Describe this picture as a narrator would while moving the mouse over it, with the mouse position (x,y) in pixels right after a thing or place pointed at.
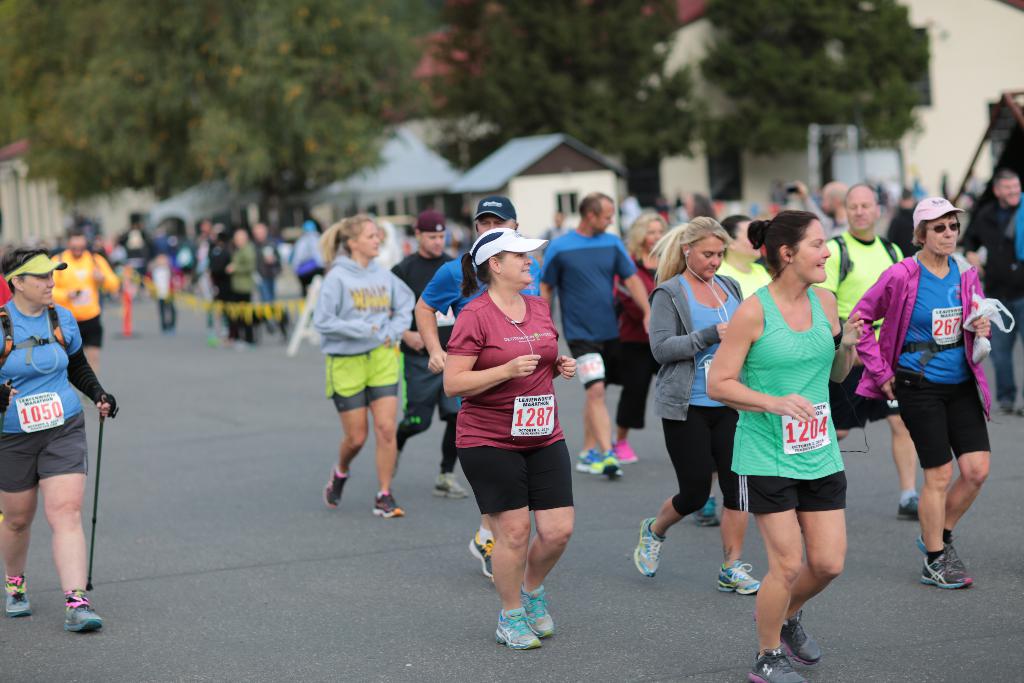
In this image I can see few people (334,365) are wearing t-shirts (822,330), shorts (555,479) and running towards the right side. On the left side (31,437) there is a woman (47,427) is walking by holding a stick (99,452) on the road (89,671). In the background (335,217) there are some buildings (417,185), trees (718,63) and few people (237,253) are standing on the road (240,365).
